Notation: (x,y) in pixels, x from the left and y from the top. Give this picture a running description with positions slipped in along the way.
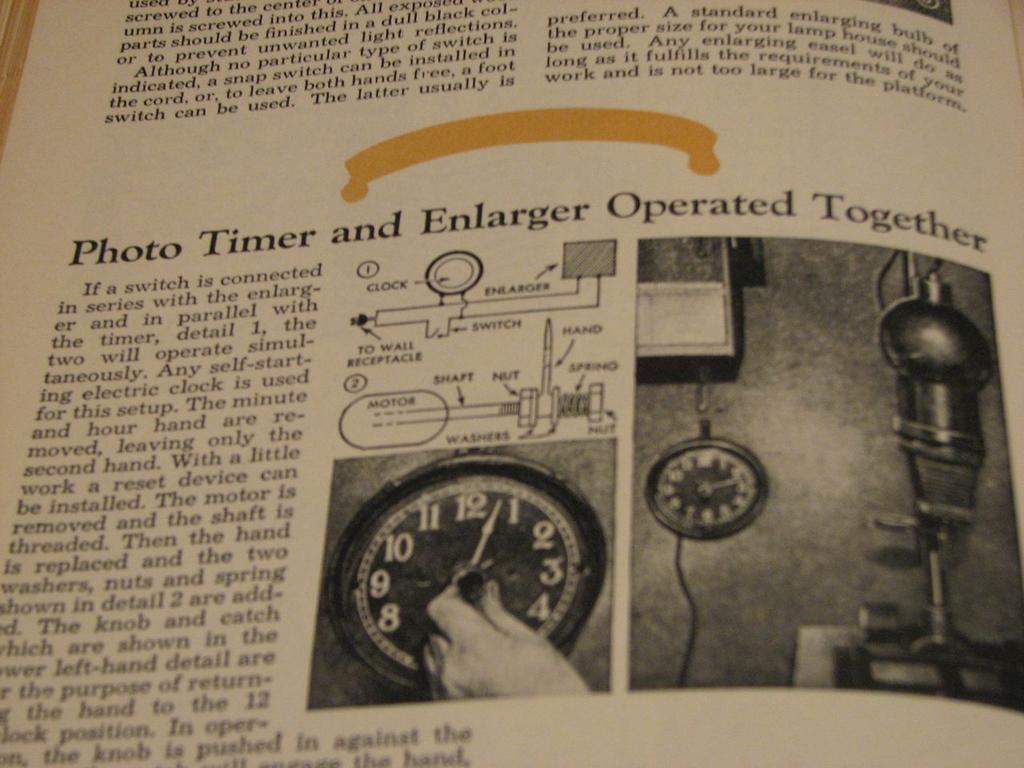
It is an image of a page (454,243) inside a book (486,634). There is a clock (511,550) and some other equipment (571,418) and the explanation (170,427) is written beside the picture (772,575).
